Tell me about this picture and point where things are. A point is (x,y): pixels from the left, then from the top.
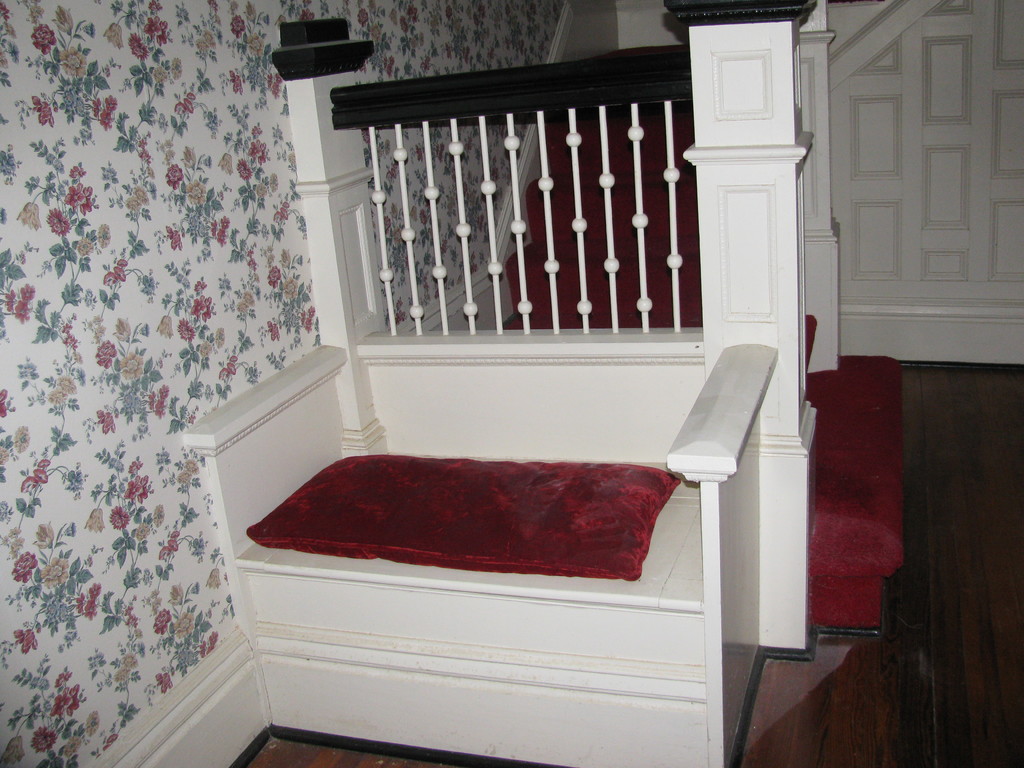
In the center of the image (464,461) we can see a sitting place (440,641) and there is a cushion (368,538) placed on it. On the right (869,349) there is a floor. In the background (661,229) there are stairs (615,141) and a wall (468,8).
